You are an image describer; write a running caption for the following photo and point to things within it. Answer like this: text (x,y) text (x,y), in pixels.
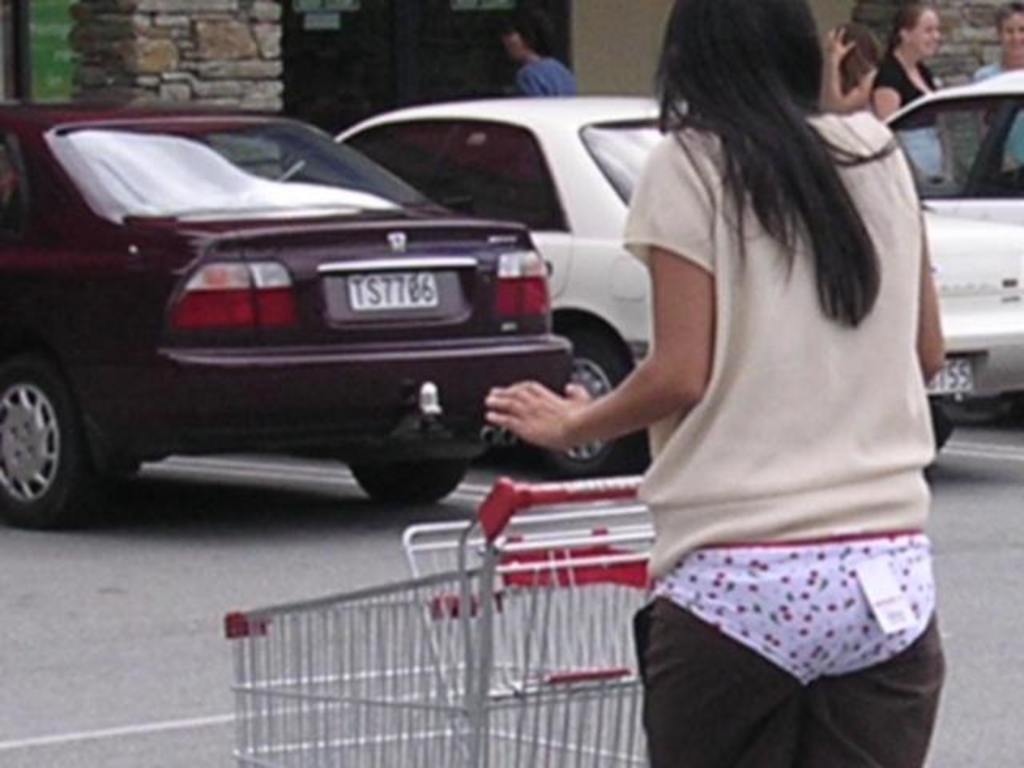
In this image I can see person (520,421) holding trolley (553,582). Back Side I can few vehicles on the road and few people (833,46) around. We can see building (180,74) and glass window (354,76).
